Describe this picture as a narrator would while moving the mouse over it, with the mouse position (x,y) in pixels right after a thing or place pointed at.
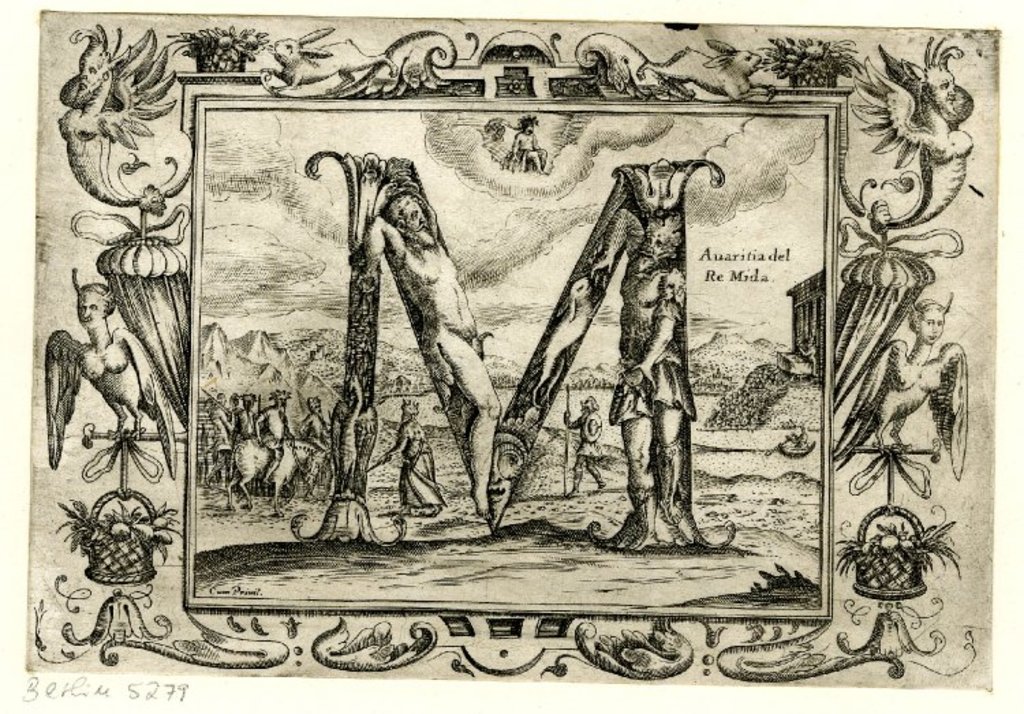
This is a black and white image. In this image we can see the drawing (450,358) of a letter M (506,492). On the bottom of the image (173,685) we can see some written words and numbers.
